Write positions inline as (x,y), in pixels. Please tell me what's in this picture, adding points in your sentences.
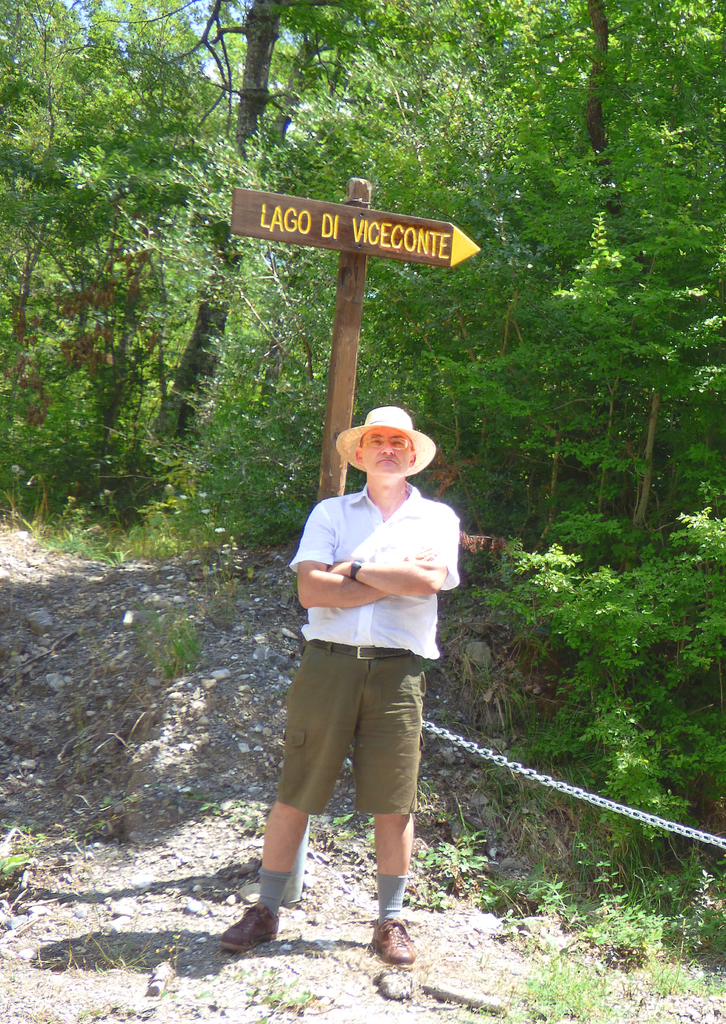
In this image, I can see a man (366,684) standing. In the background (308,336), there are trees (279,278) and I can see a board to a pole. On the right side of the image (625,806), I can see an iron chain (625,806).
